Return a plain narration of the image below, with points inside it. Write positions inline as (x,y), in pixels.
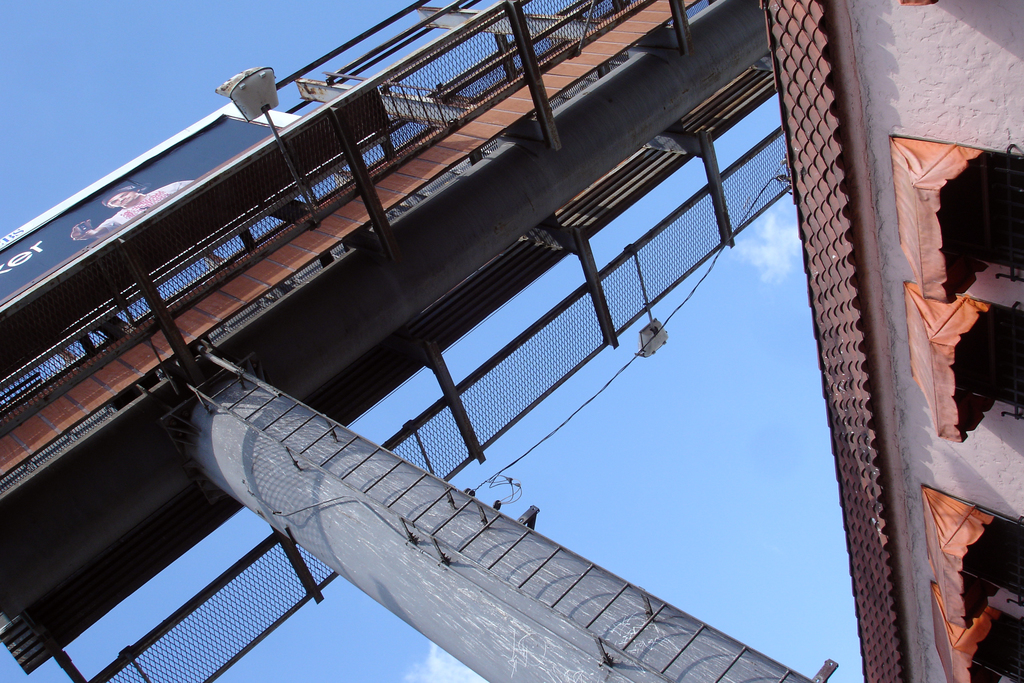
In this image there is a bridge (296,179) and we can see a board (1,284). On the right (872,492) there is a shed (897,68) and we can see tents (961,432). In the background (805,479) there is sky (683,439).
